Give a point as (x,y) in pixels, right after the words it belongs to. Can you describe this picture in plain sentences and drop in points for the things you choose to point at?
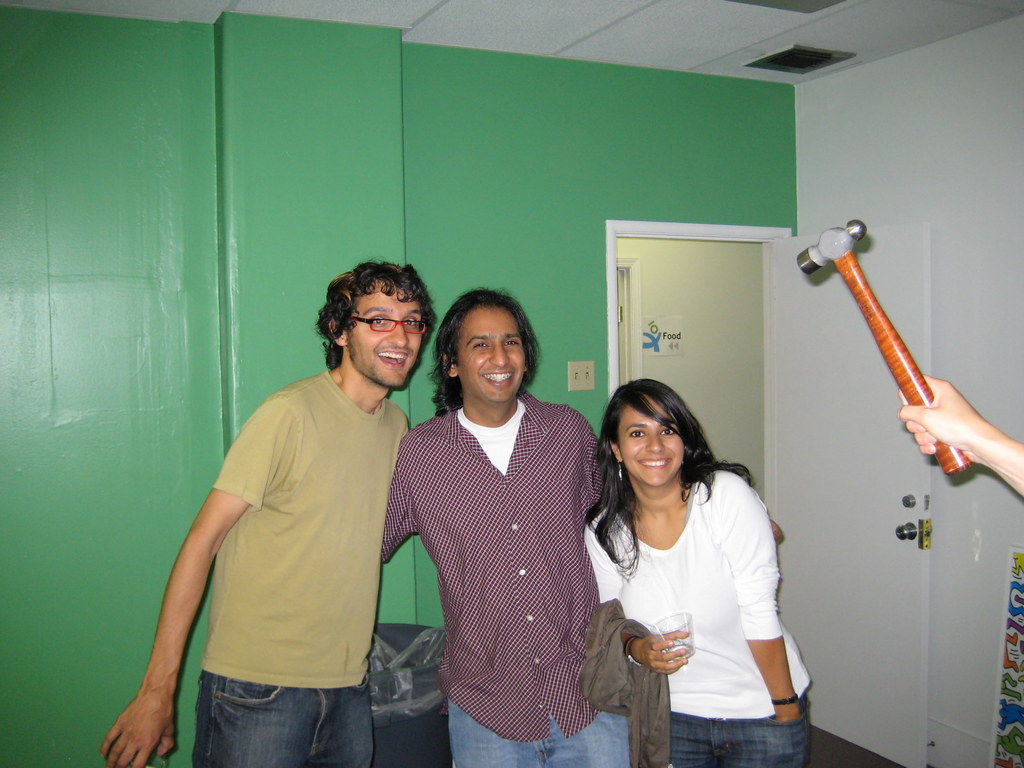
In the image there are three people (500,516) standing and posing for the photo, on the right side (992,434) there is some person (936,422) holding a hammer (924,395) with the hand (920,427), in the background (185,126) there is a wall (579,187) and beside the wall (540,189) there is a door (890,507).
